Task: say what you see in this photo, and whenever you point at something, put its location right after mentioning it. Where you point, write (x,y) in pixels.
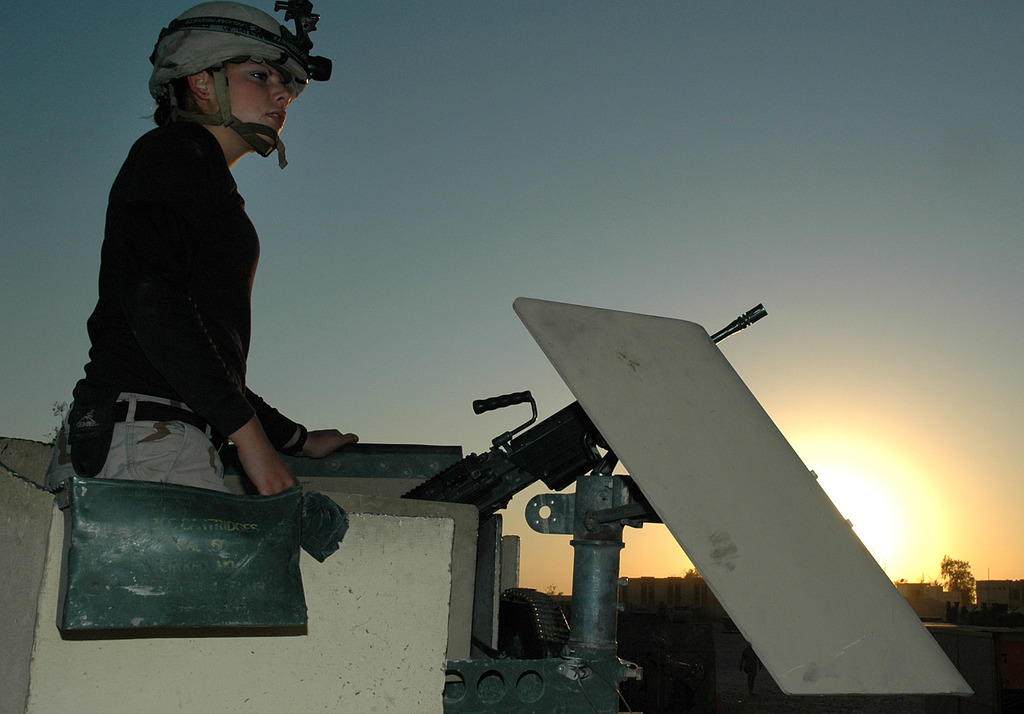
In this image there is woman (224,276) standing wearing a helmet (236,54), bag (120,504), in front of her there is a gun (577,424) on a pole (592,558) in the background (880,362) there is sun rise (873,493) and the sky (749,95).
